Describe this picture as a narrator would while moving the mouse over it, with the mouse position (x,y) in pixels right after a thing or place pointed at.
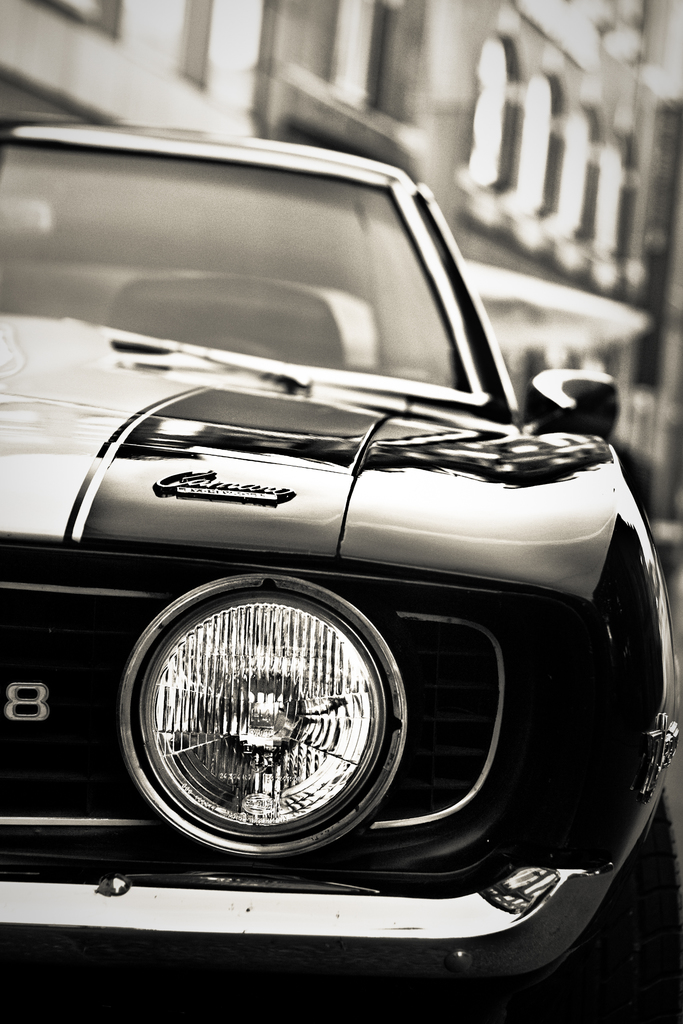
This is a black and white pic. We can see a car (298,586) on the road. In the background (321,115) the image is blur but we can see a building (555,248) and objects (673,468).
